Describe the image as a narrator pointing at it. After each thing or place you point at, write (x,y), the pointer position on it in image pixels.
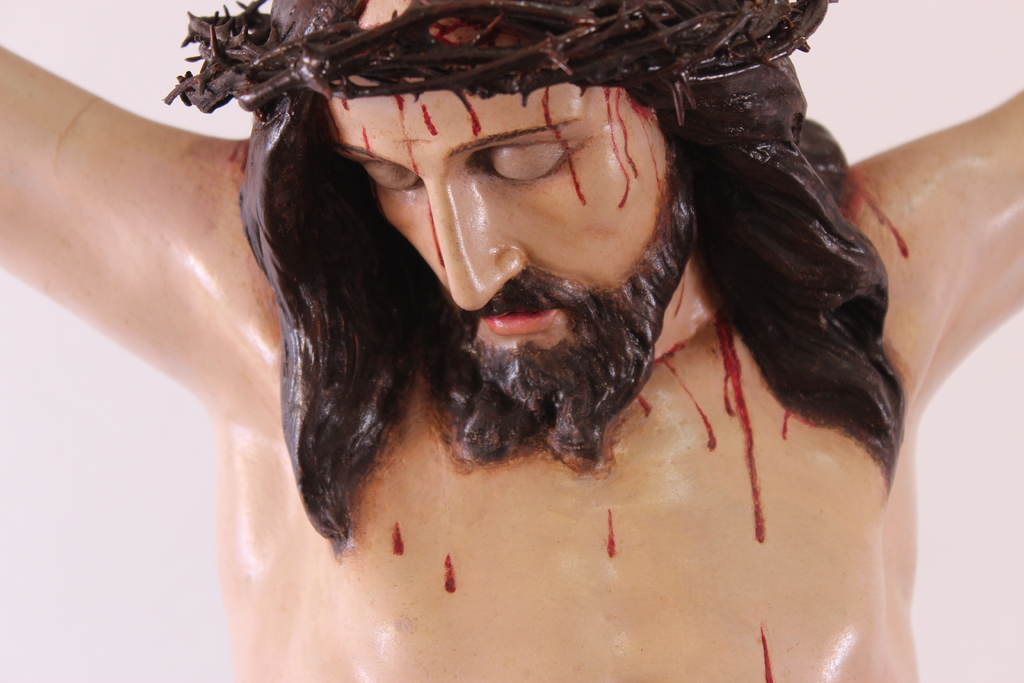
This image consists of a statue (259,278). The background (24,546) is white in color.
